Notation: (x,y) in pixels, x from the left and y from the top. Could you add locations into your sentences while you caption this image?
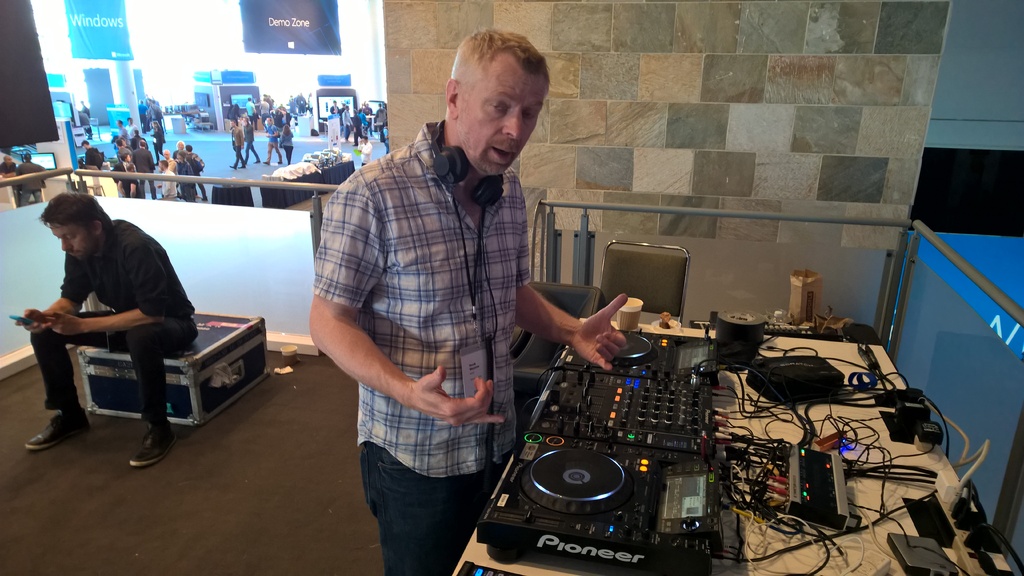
In this image we can see a group of people (179,144) standing on the ground (346,385). One person (460,284) is wearing a headphone (493,182) and standing in front of a table (804,559). On the table (635,361) we can see group devices (712,370) and a cup (632,311) placed on it. In the background (102,281), we can see a person (177,313) sitting on a box (237,377), chairs (649,283) placed on the ground (344,480), screens (330,96) on the wall (225,106), pillars (120,99) and banners (299,30) with some text (307,20).
